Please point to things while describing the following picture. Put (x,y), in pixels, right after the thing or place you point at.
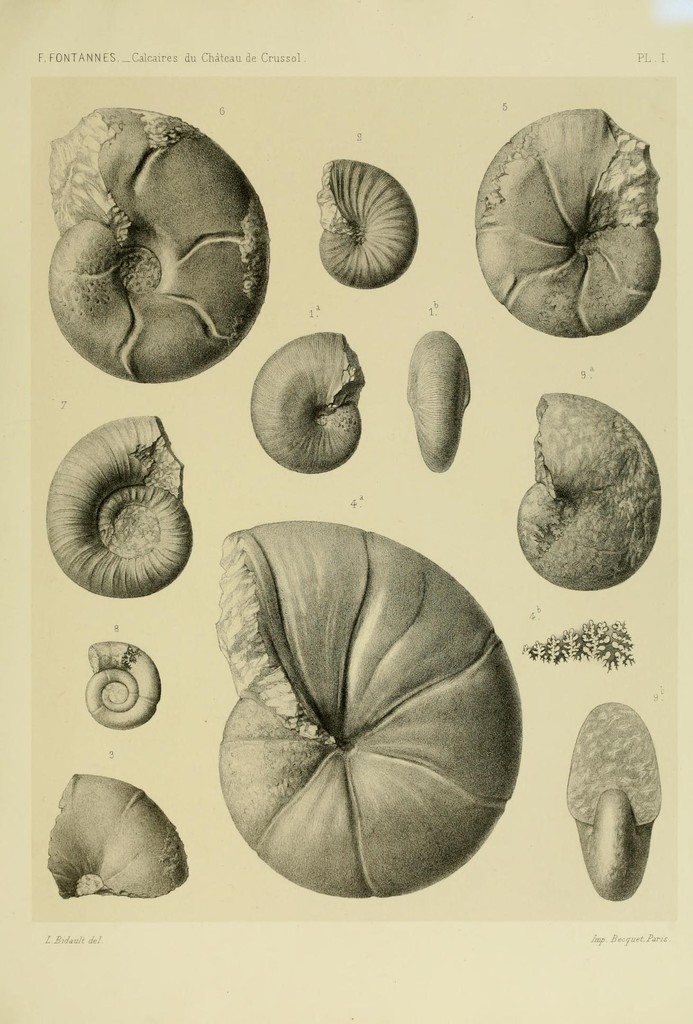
In this image I can see an art of few snail shells (403,611) on the paper (367,522).
